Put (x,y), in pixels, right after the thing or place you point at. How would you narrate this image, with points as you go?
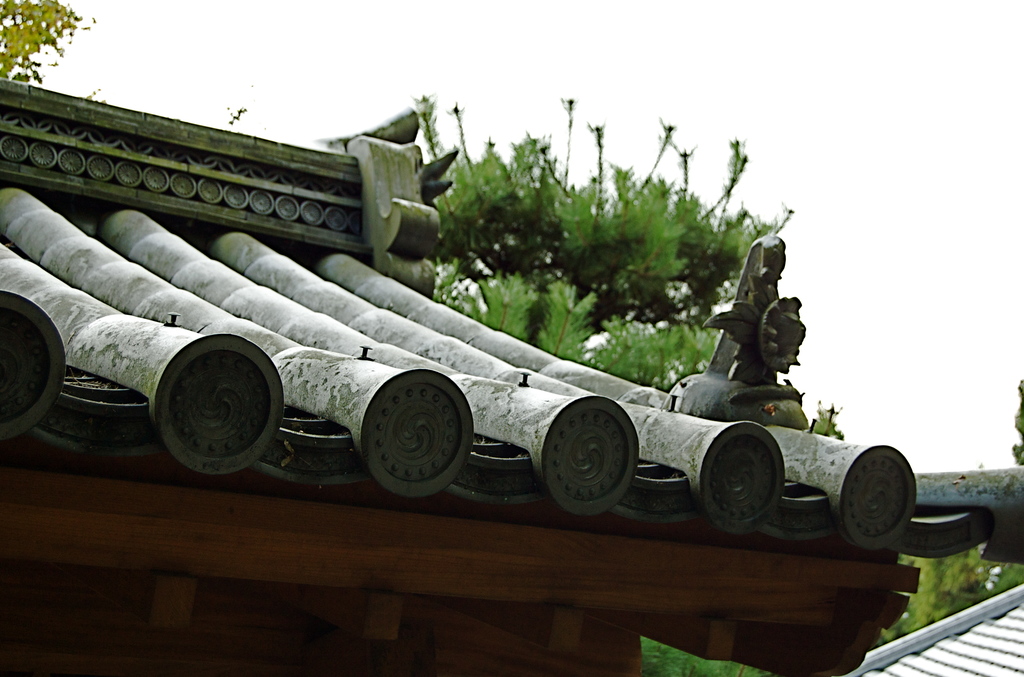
There is a roof (282,388) with wooden rods (560,559) and pipe like structures (302,321). In the back (532,230) there is a tree (664,231) and sky (823,106).
